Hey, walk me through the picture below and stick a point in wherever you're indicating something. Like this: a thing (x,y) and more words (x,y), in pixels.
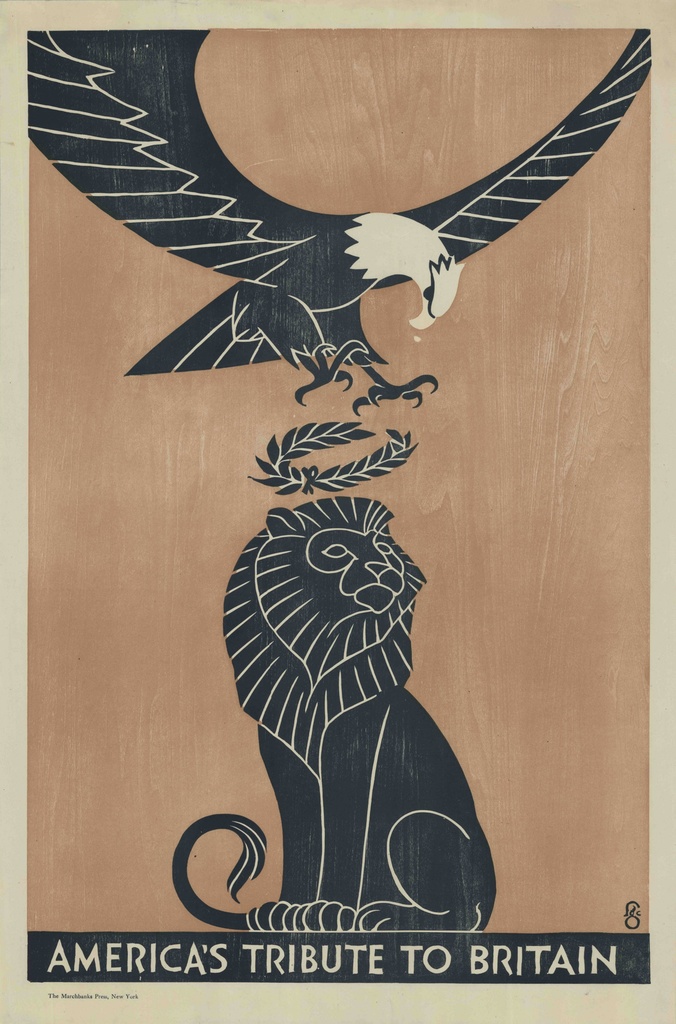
In this picture there is a poster (376,307). On the poster (475,389) there is a picture of a lion (384,629) and there is a picture of an eagle (331,366). At the bottom (326,953) there is text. At the back (60,627) it looks like a wooden wall (454,595).
